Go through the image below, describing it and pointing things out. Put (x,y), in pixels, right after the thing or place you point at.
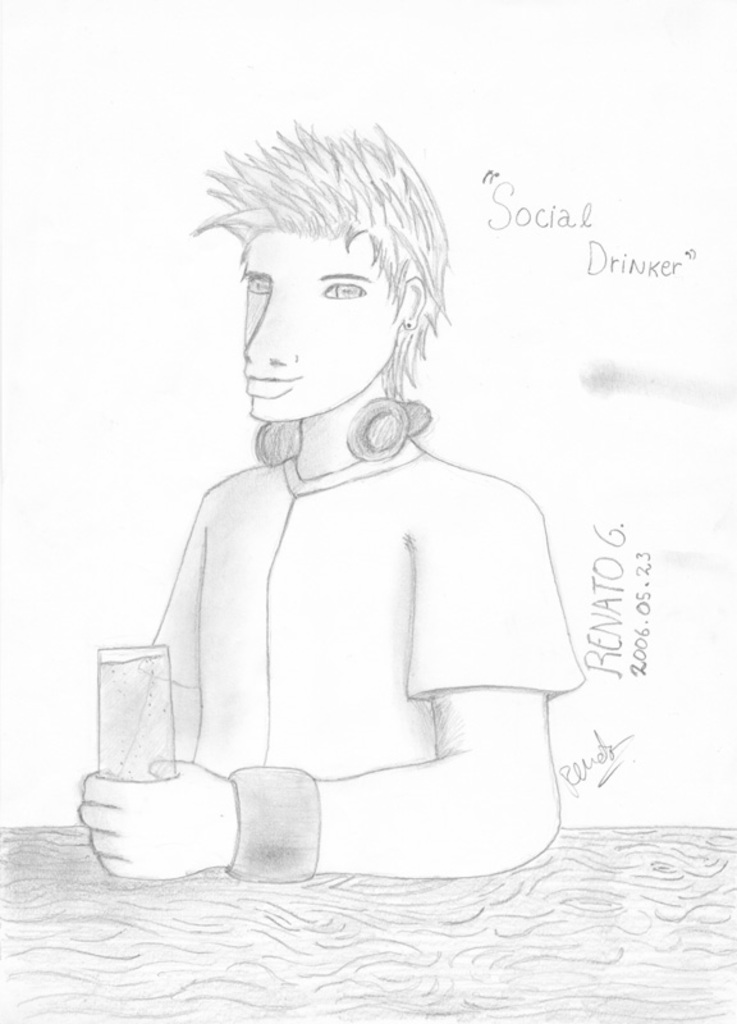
In this picture I can see the drawing (380,450). I can see a person (342,627) holding glass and text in it.
